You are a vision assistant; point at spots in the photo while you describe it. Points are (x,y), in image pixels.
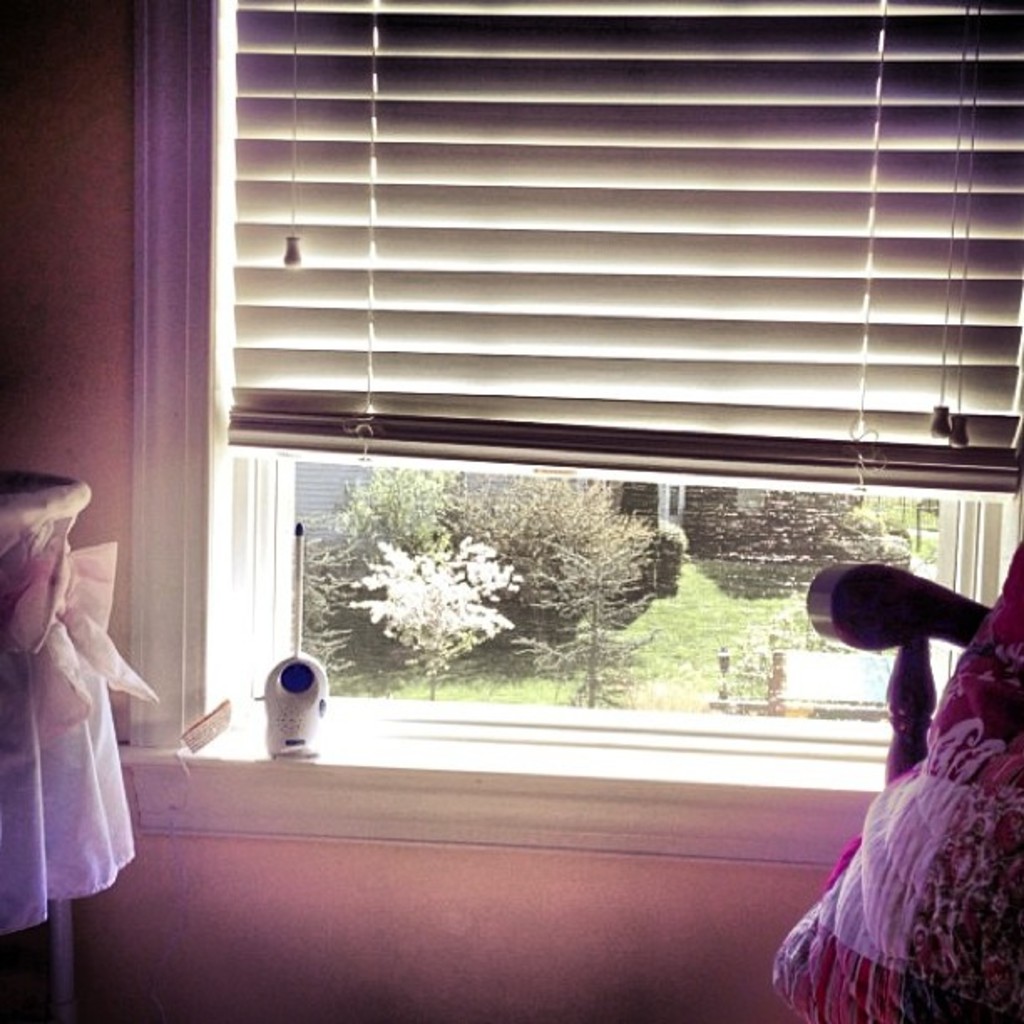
On the left side of the image (27,541) there is an object (90,698). On the right side of the image (1011,796) there is a pillow (994,735) on the chair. At the center of the image (359,406) there is an object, window blind (422,451) in front the glass window (331,630) through which we can see there are trees (525,529) and a wall (807,508) of a building (769,504).
